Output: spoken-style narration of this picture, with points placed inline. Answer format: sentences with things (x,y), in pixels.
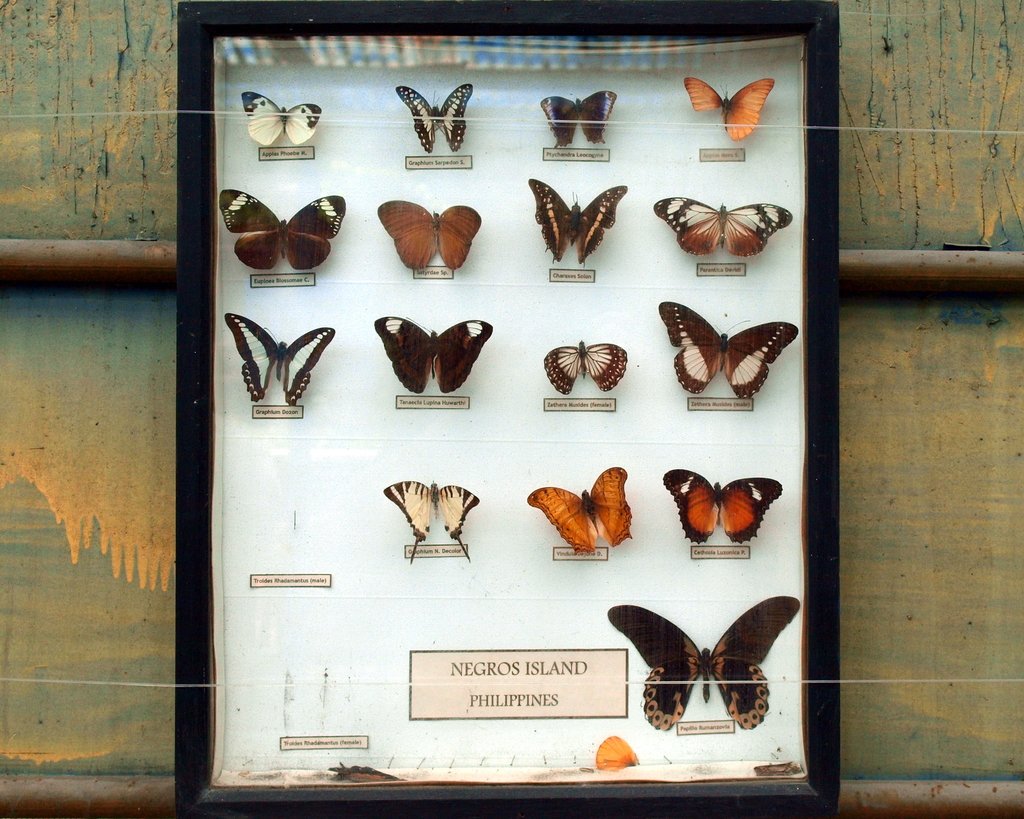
In this picture I can see butterflies (720,660) with names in a glass box (221,341), and in the background (134,106) there are iron rods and a wall (93,582).
